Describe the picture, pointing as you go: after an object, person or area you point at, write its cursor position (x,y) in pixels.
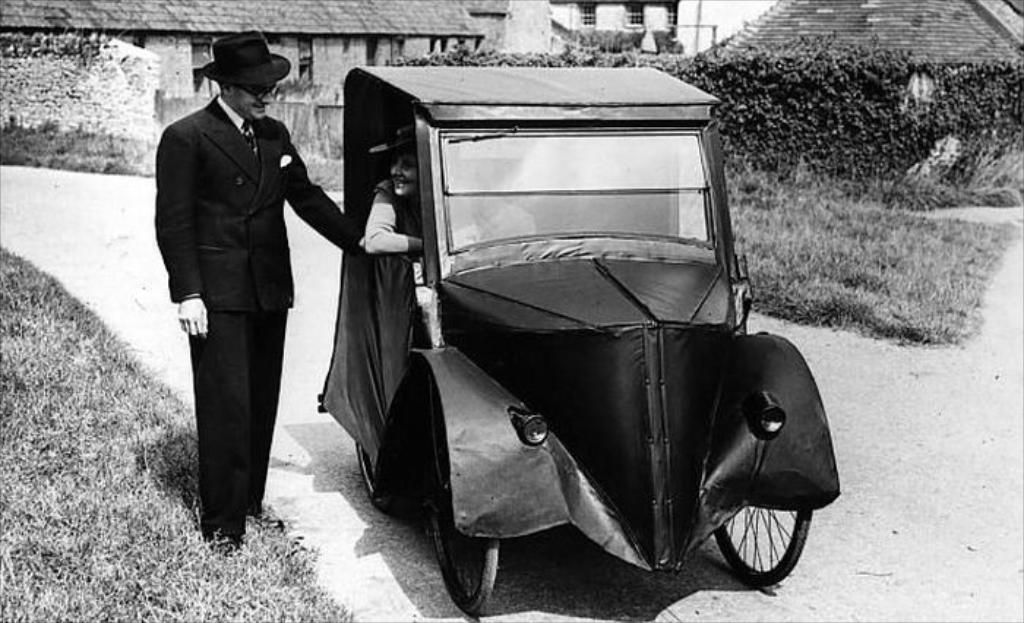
This is a black and white image where we can see a man (249,415) is standing on the grassy land (245,566) and a woman (418,294) is sitting in a vehicle (666,374). In the background (741,106), we can see plants (741,89) and buildings (445,3).
